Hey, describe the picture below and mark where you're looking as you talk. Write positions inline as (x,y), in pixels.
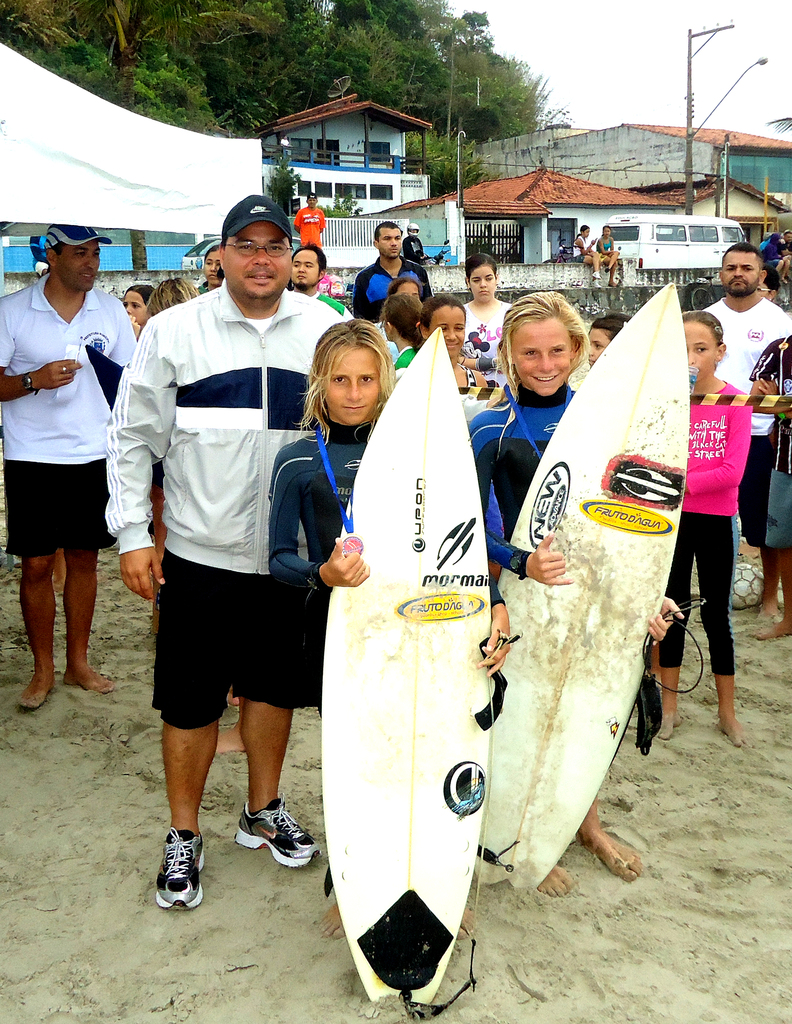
In this image we can see two kids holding surfing boards (479,661) and we can also see houses (380,198), vehicle (710,231), trees (251,113) and people (438,314).
